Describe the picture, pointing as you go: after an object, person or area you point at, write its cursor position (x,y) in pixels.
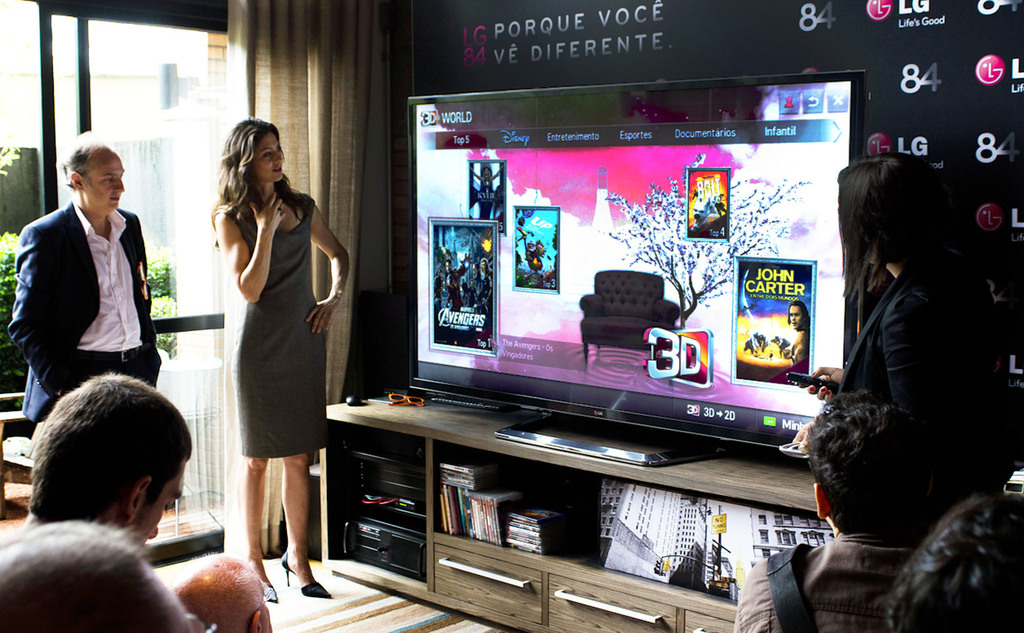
In this image I see few people (289,439) in which this woman (928,331) is holding a thing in her hand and I see few things (355,547) in these shelves (509,575) and I see a television (505,220) over here on which there are few pictures (517,249) and I see something is written over here and I see the logos (1002,139). In the background (313,29) I see the curtain (277,525) and I see the plants (7,306).
